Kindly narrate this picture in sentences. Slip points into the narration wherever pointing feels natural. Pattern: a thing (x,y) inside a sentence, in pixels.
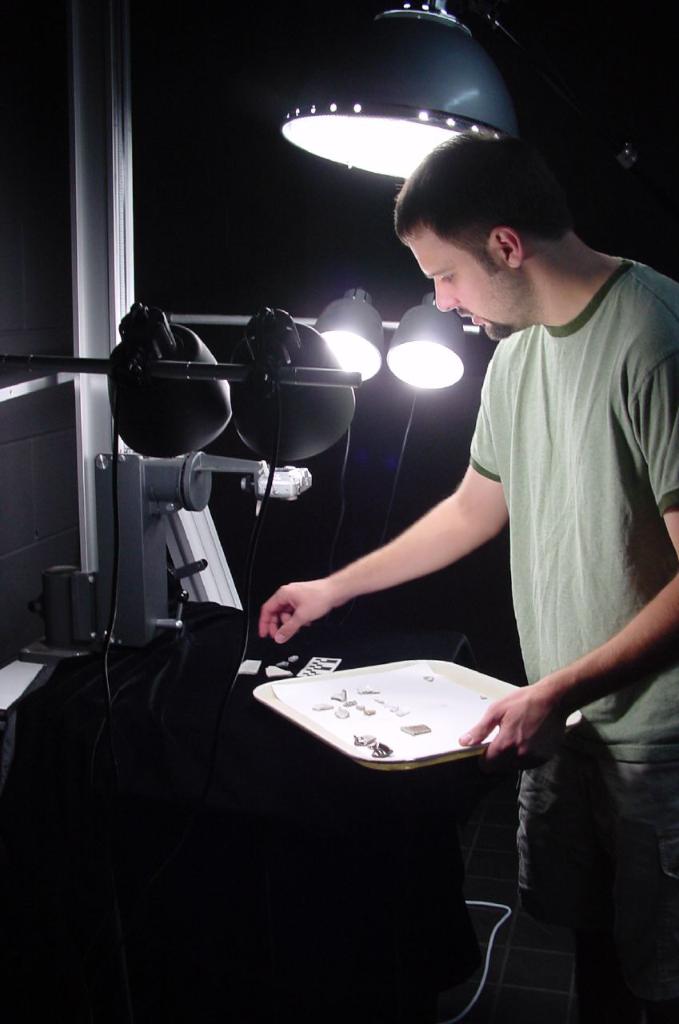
In this image we can see a person (613,658) is holding some object (410,767). There are few objects (421,726) are placed on the white tray (385,696). There are few lamps (432,326) in the image.
